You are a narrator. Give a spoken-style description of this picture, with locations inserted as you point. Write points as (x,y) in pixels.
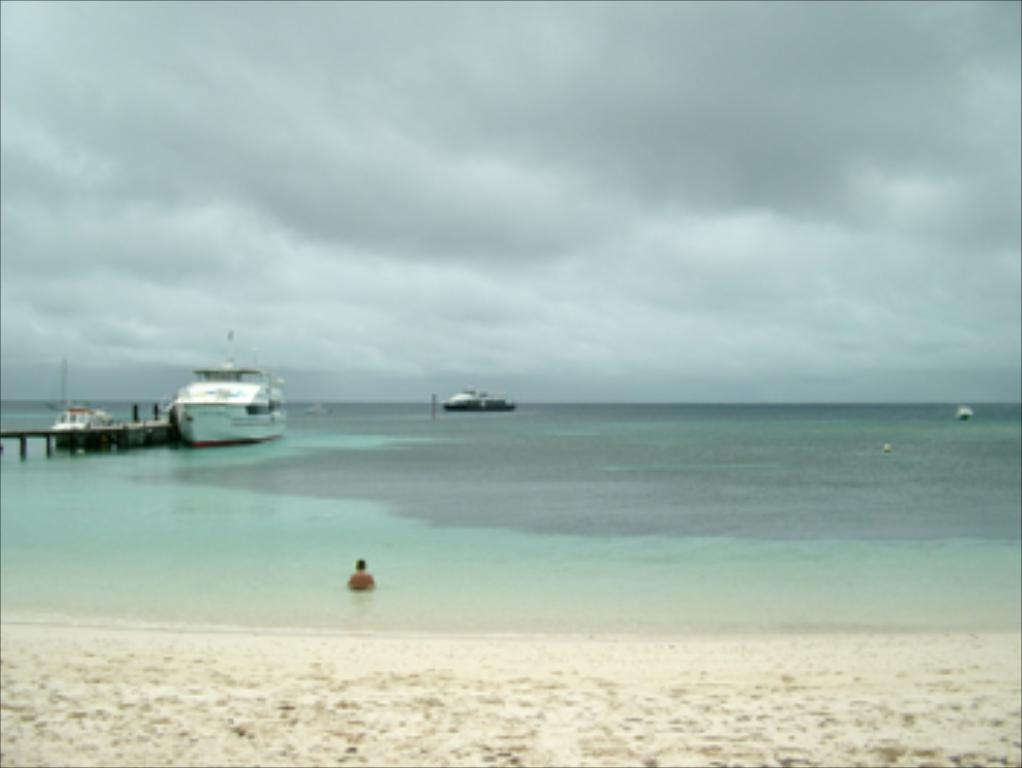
Here we can see water (745,493), boats (236,389) and person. Sky (420,201) is cloudy.
